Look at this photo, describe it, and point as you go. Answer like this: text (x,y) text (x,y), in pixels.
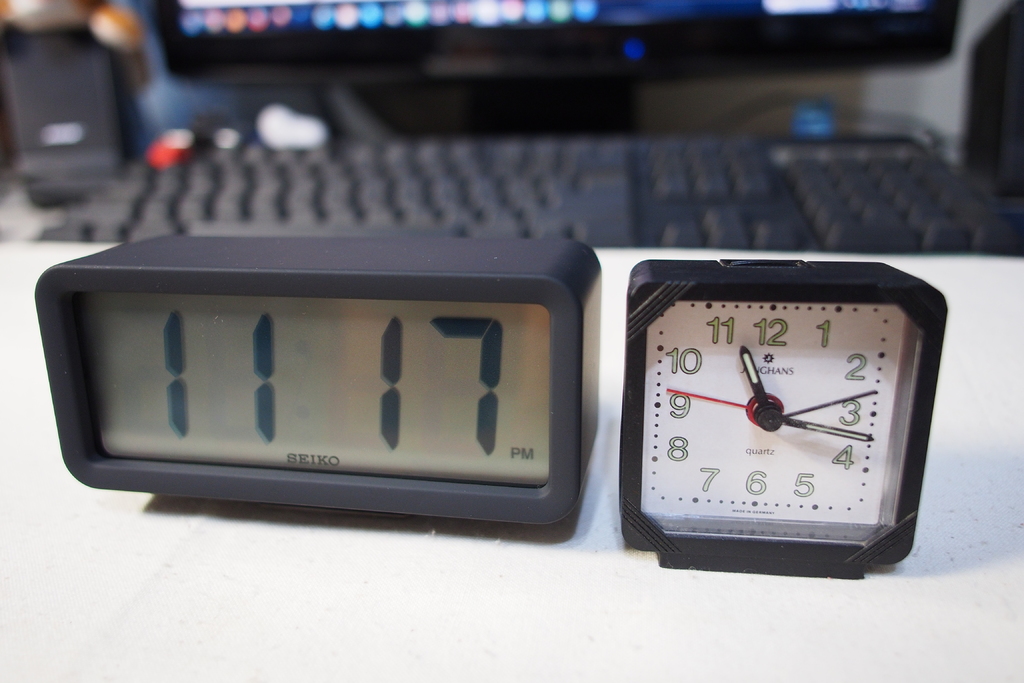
In the picture I can see digital clock (421,407) and analog clock (745,381) and in the background (376,182) there is keyboard (736,207), monitor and sound box (79,98).
